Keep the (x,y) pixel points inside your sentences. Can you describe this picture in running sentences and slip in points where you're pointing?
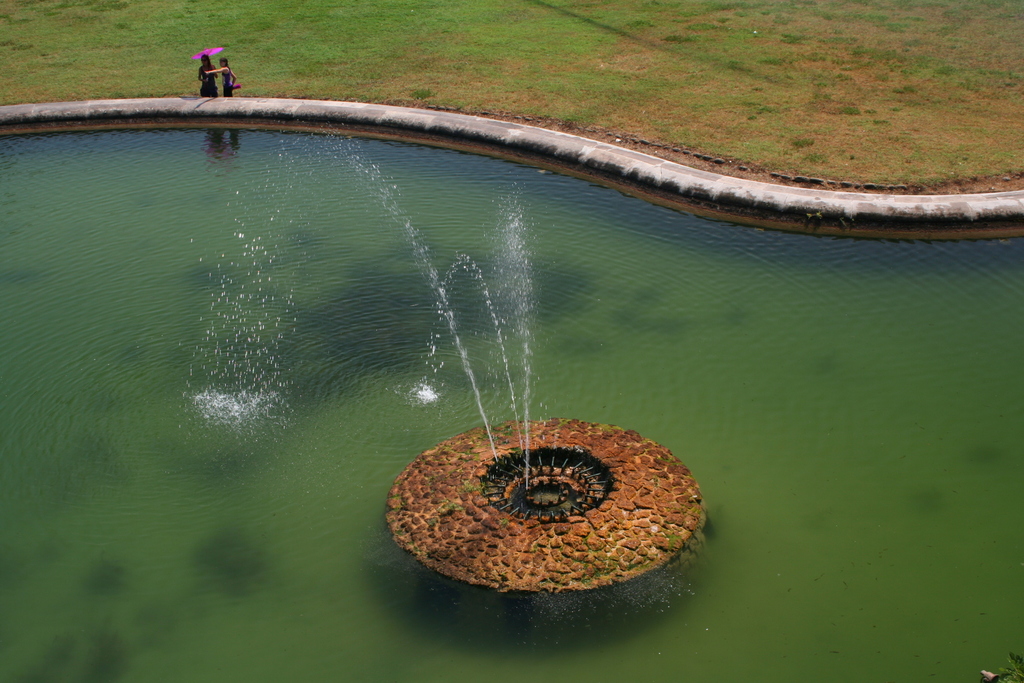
In this image, we can see fountain (252,257) in the pond (178,375) and in the background (201,74), there are two people (206,70) and one of them is holding an umbrella (212,52) and there is ground (688,97).
